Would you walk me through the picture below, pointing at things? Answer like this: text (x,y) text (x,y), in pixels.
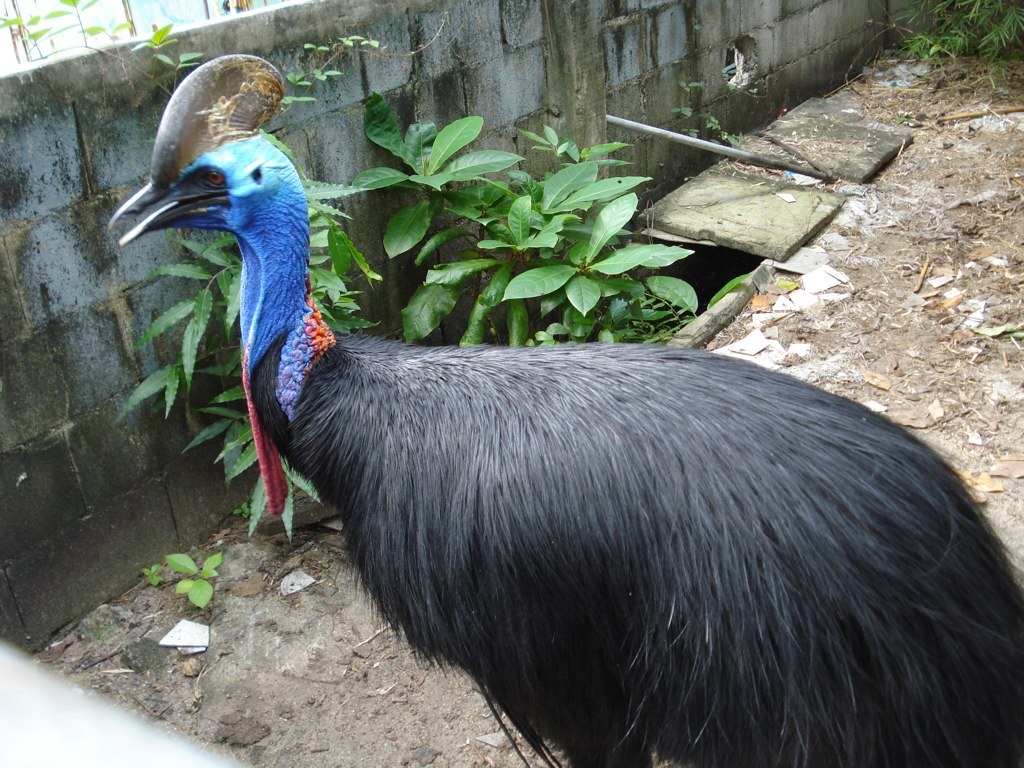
Here in this picture we can see a Cassowary (453,538) present over a place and we can also see some plants (357,293) present.
